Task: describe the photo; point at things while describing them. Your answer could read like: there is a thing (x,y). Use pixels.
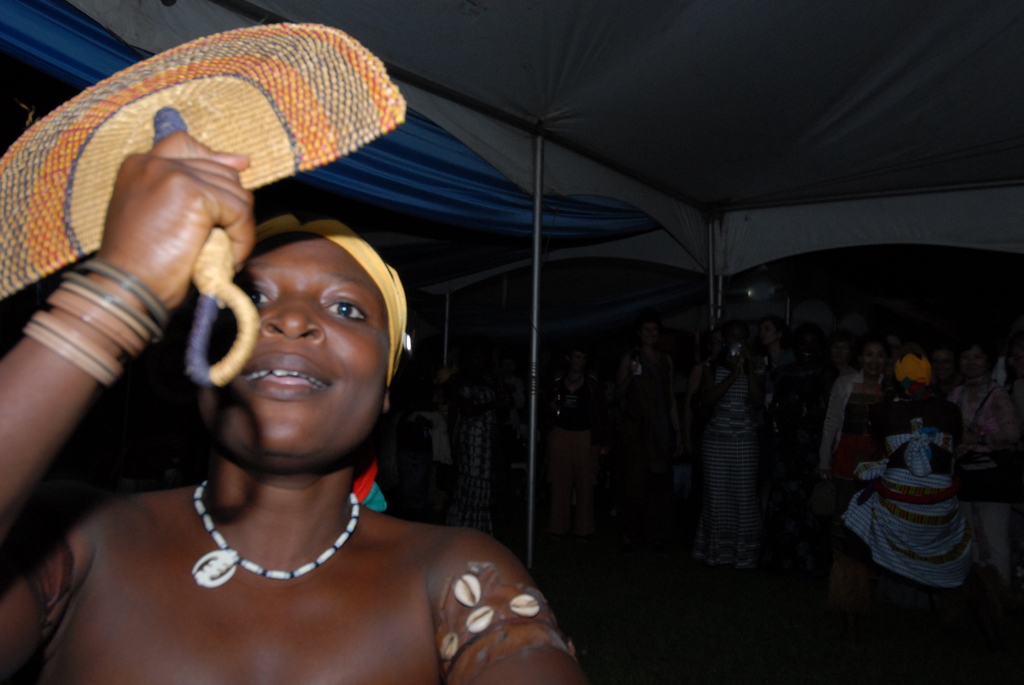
In this picture we can see a person (152,670) holding a hand fan (213,302) and smiling and in the background (739,40) we can see a group of people (728,412) standing, poles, tents (607,306) and some objects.
